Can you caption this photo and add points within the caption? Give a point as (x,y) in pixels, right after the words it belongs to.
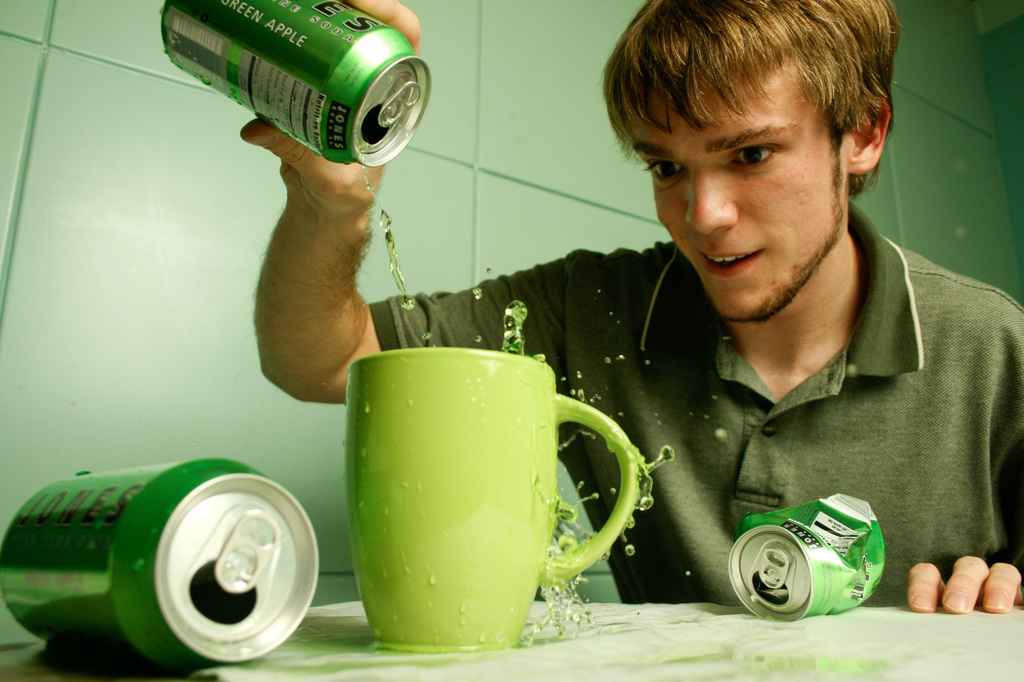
In this image we can see a person (645,156) holding a can (346,63) and pouring drink (387,220) in to the cup (487,454), in front of him there are two other cans (794,557) on the table (659,677), also we can see the wall (153,397).
